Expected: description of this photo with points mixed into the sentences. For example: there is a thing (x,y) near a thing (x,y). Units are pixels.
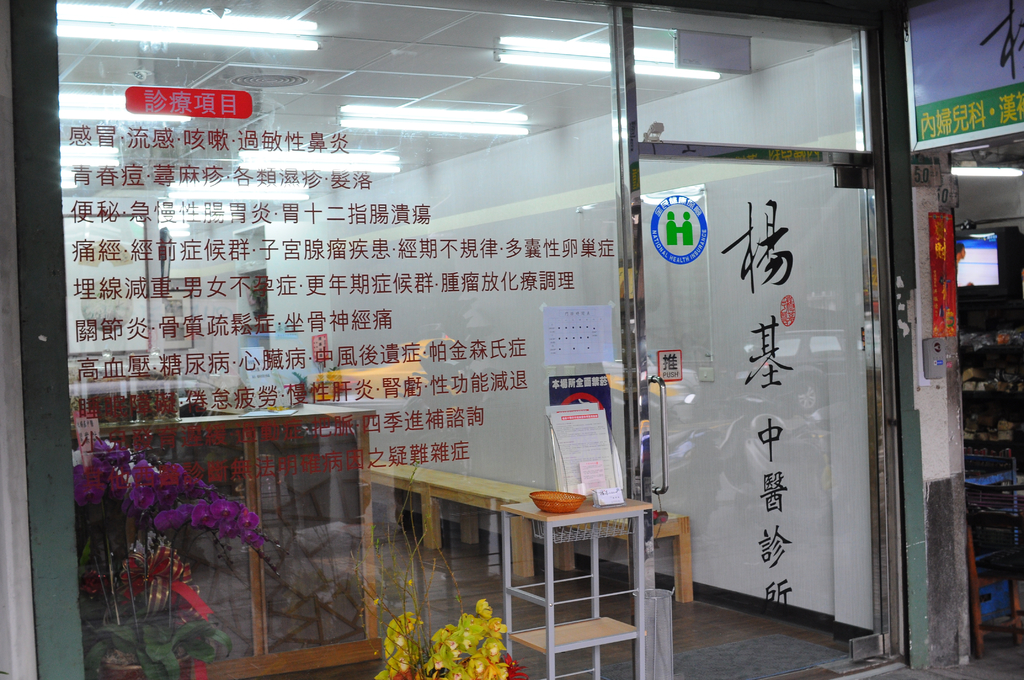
In this picture, we see the glass door (787,462) with some text (476,288) written in different language. Beside that, we see a table (594,567) on which bowl (547,503) and papers (569,454) are placed. Beside that, we see a flower pot (465,646) and the dustbin (666,638). From the glass door (645,379), we can see a bench (385,467) and a table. At the top (442,33), we see the ceiling (494,93) of the room (467,52). On the right side (991,355), we see the rack (968,459) in which some items (1012,376) are placed. We even see the television (995,254).
